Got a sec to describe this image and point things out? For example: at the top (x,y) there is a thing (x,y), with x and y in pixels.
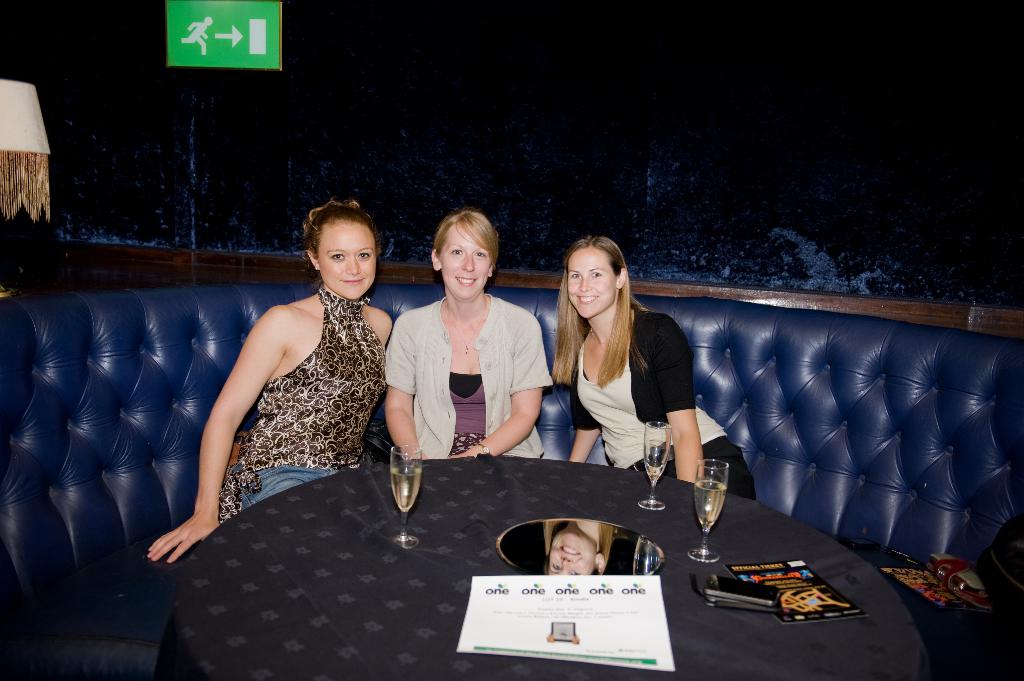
In this picture we can see there are three women (334,372) sitting on a couch (198,414) and on the couch (7,476) there are some items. In front of the people (490,331) there is a table (329,553) and on the table (336,612) there are glasses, mobile (746,607), papers (625,599) and some objects (890,549). Behind the people (242,348) there is a wall (224,137) with a signboard (198,63). On the left side of the people (297,319), it looks like a lamp (8,182).
